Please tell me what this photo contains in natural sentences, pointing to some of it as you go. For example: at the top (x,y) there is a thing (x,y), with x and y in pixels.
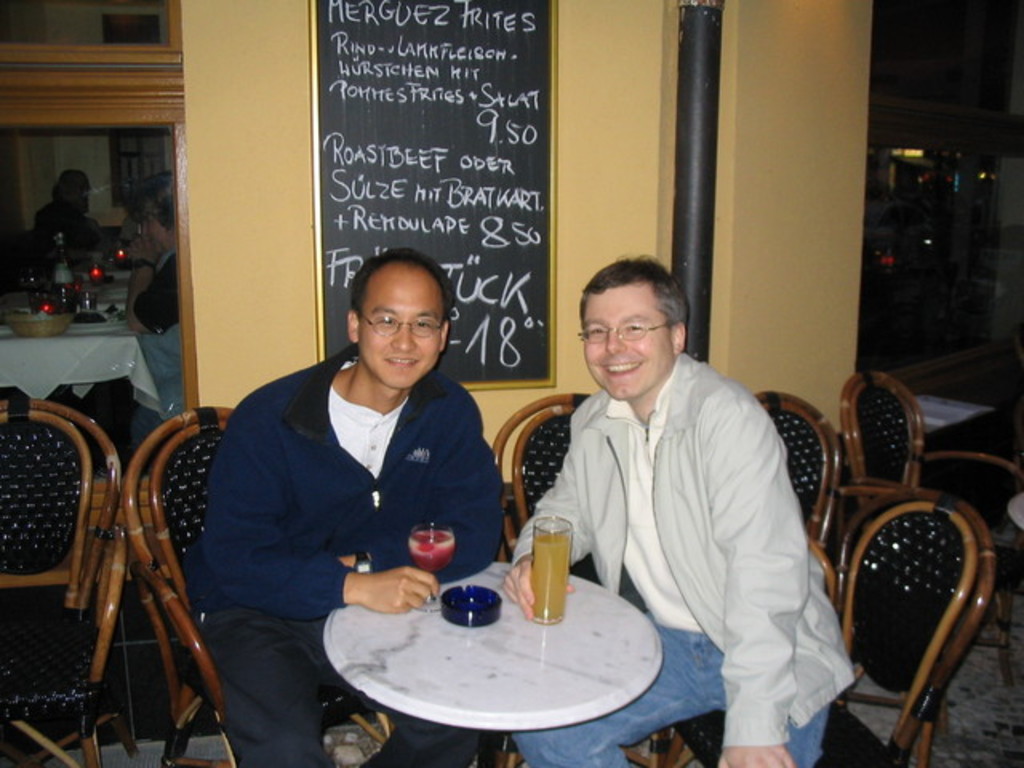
As we can see in the image, there is a black color board (502,188), wall (783,263), two people (680,386) sitting on chairs (180,533) and in the front (423,635) there is a table (470,714). On table (415,625) there are glasses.
